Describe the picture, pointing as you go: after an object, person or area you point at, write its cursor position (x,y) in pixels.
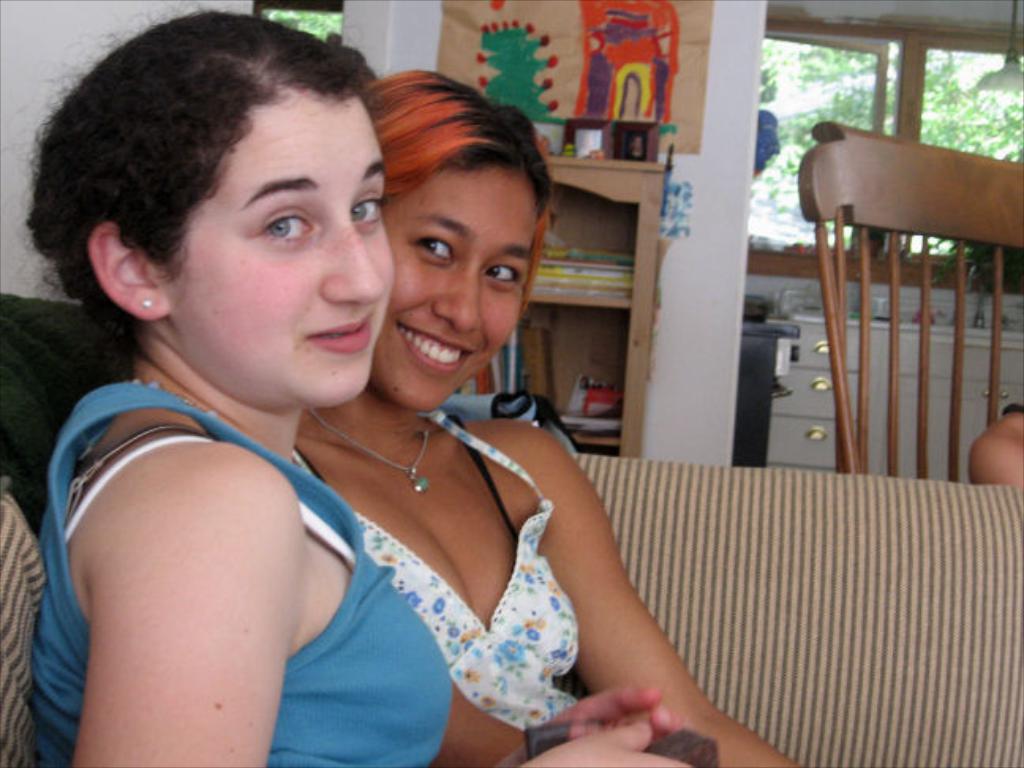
In this picture there are two women (457,365). Both of them were smiling and sitting in the sofa (816,678). In the background (864,189) there is a chair (867,365), shelf (596,328) in which some books (579,274) were placed. There is a painting (510,44) attached to the wall (429,54) and there are some windows (829,95) here.
